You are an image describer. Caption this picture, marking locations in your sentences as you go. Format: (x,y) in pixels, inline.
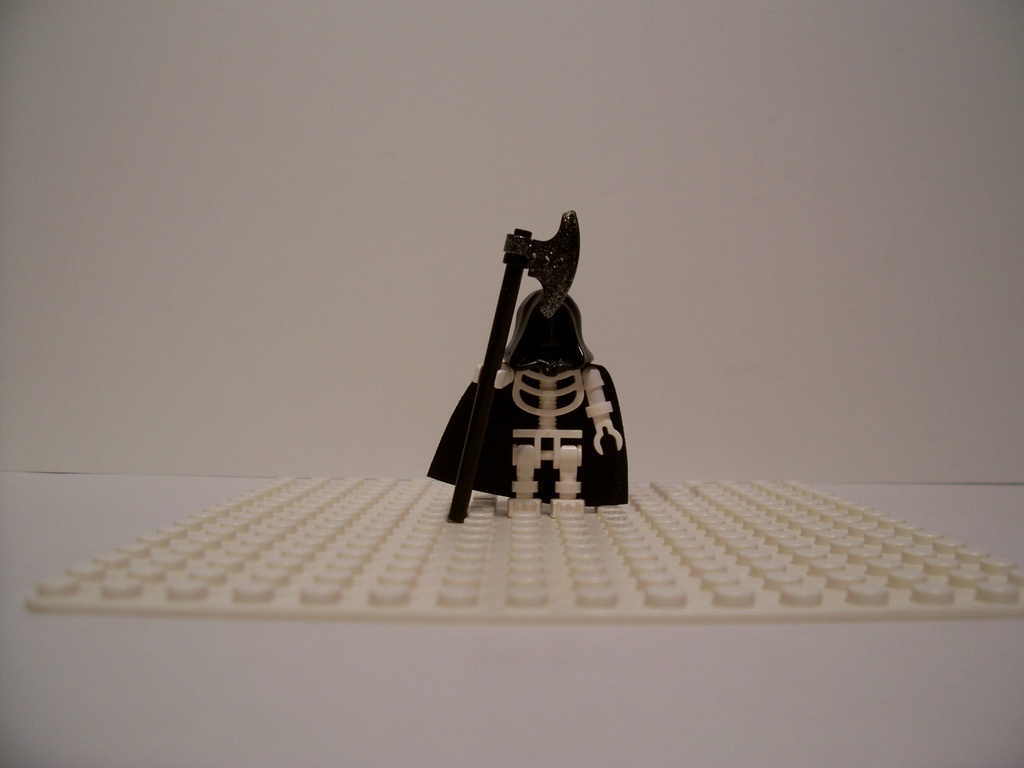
In this image I can see a toy (530,401) which is cream and black in color on the cream colored sheet (594,553). I can see it is on the white colored surface (547,666) and I can see the white colored background (714,207).
